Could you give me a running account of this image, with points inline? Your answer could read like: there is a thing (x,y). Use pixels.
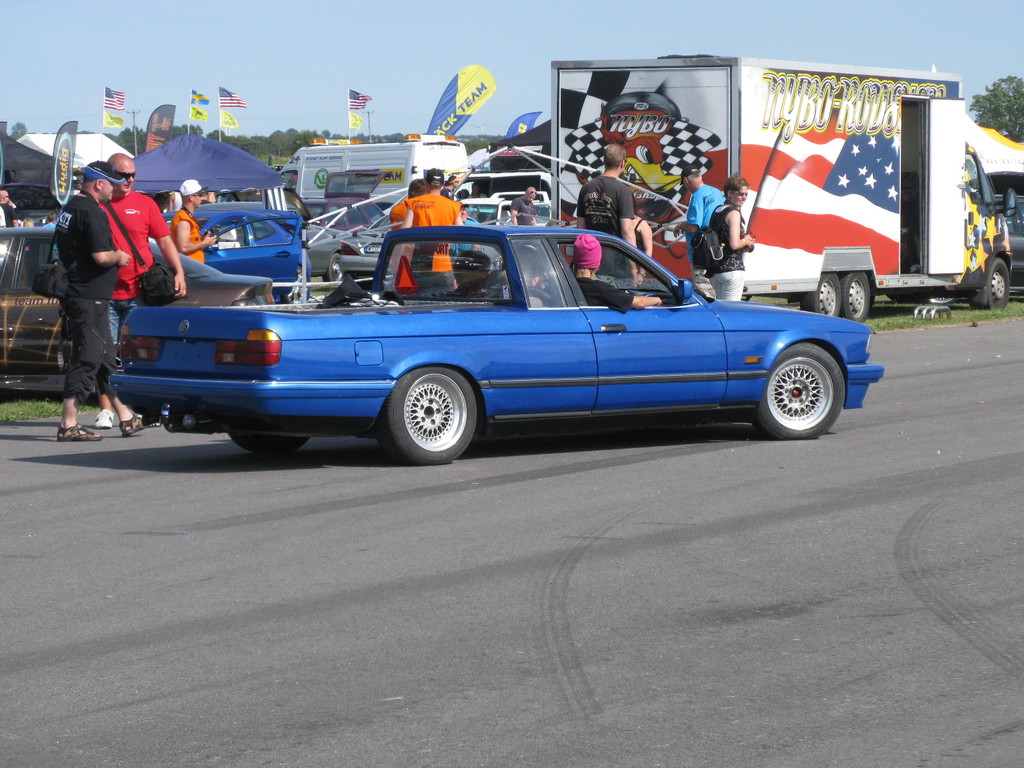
There is a blue car (480,363). One person (586,293) is driving the car (631,336) wearing pink cap (589,251). Some persons (117,210) are standing near the car (615,279). There is another vehicle (787,163) with a flag (805,190) on the body (779,172) of the vehicle (684,125). In the background (278,129) there are trees (272,139) and sky (67,44). There are some flags (114,105).
